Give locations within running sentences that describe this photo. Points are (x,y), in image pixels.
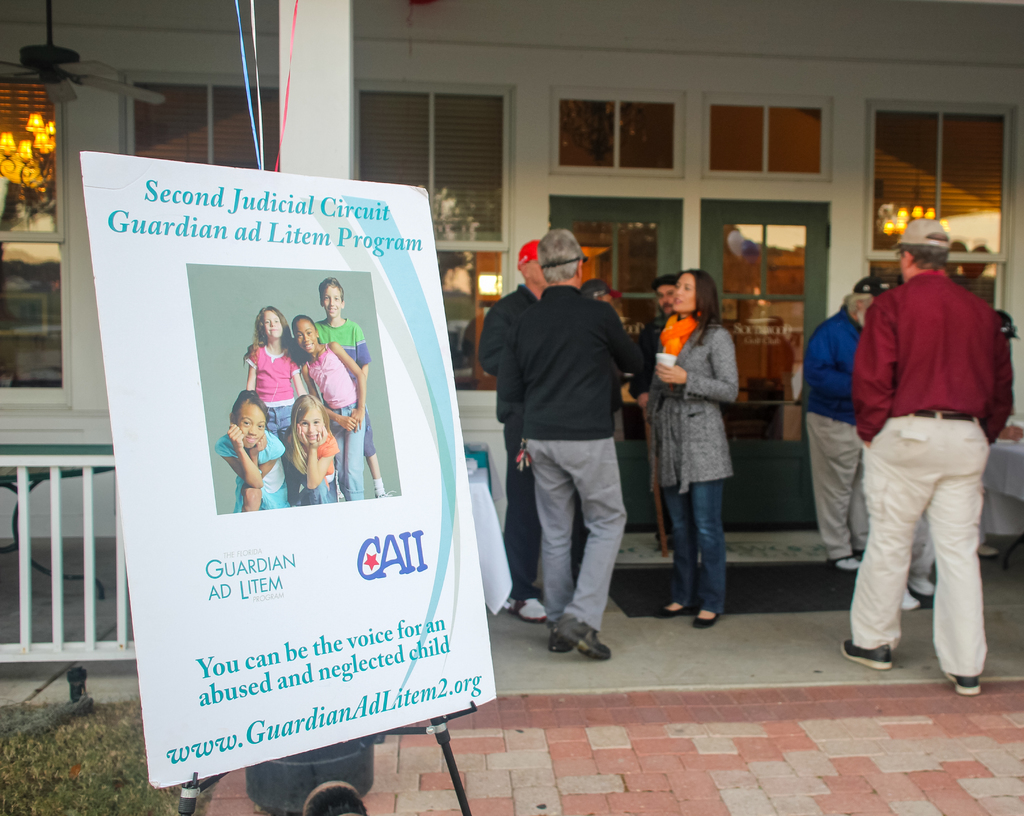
In the foreground of this image (300,603), there is a board (327,695) on the pavement (679,800) and behind it there is grass (64,755), railing (52,524) and a pillar (308,135). In the background (683,653), there are persons (901,596) walking and standing on the floor (701,651) and also there are two tables (475,486). Behind them, there is a wall (610,71) of a building (591,60) with windows (490,128) and a door (675,235). On the left top (70,70), corner, there is a fan (48,61) and inside the building (890,216) there are lights (33,130).
